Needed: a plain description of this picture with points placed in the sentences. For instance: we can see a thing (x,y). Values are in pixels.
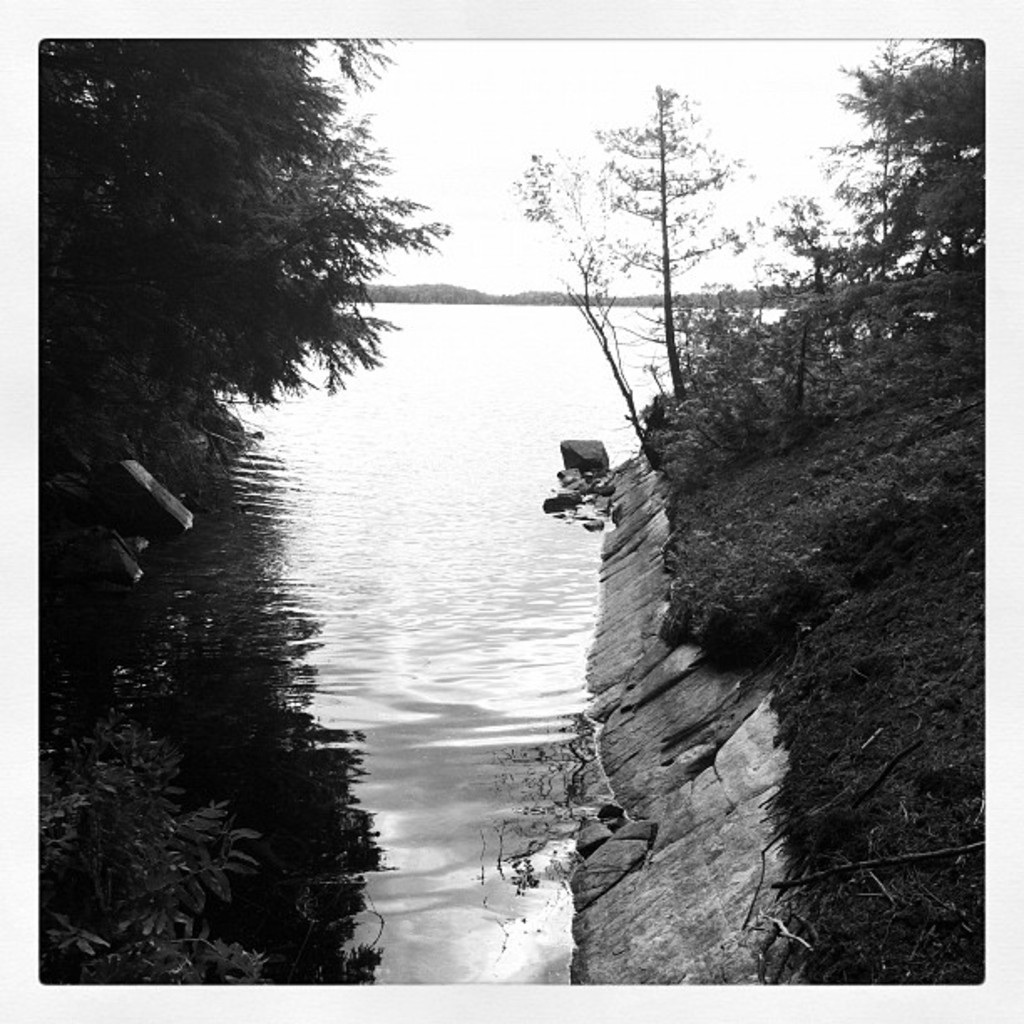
In this image I can see many trees (585,272) and the rocks (658,729). In-between them I can see the water (388,492). In the background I can see the sky (433,195).
